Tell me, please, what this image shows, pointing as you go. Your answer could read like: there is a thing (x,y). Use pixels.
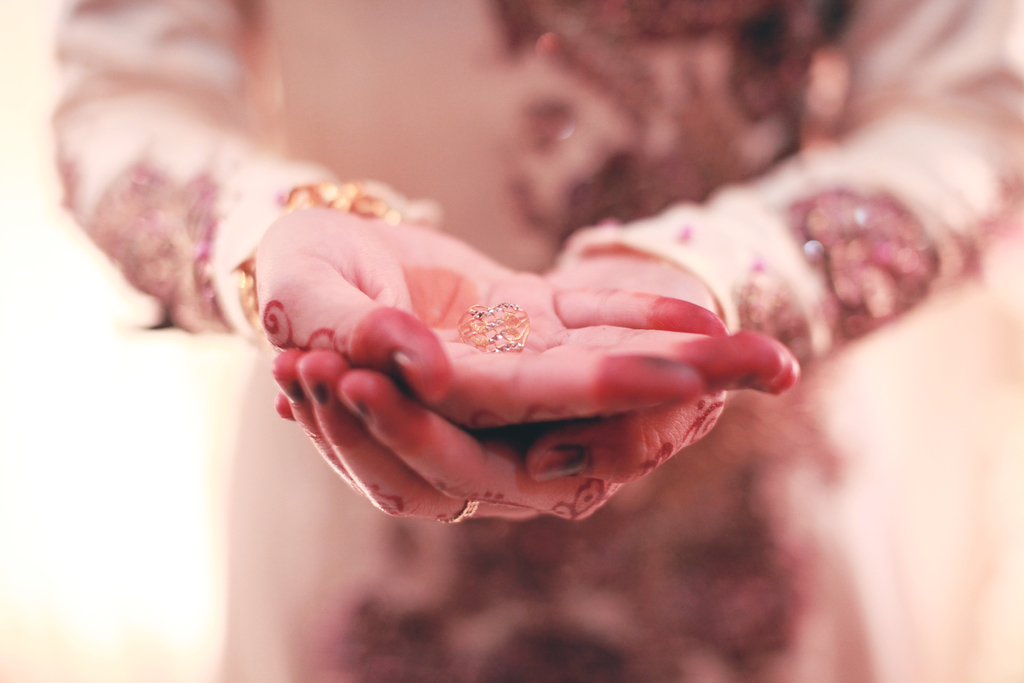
In this image we can see there is a person (511,442) holding some object (488,311) in her hands (636,417).
